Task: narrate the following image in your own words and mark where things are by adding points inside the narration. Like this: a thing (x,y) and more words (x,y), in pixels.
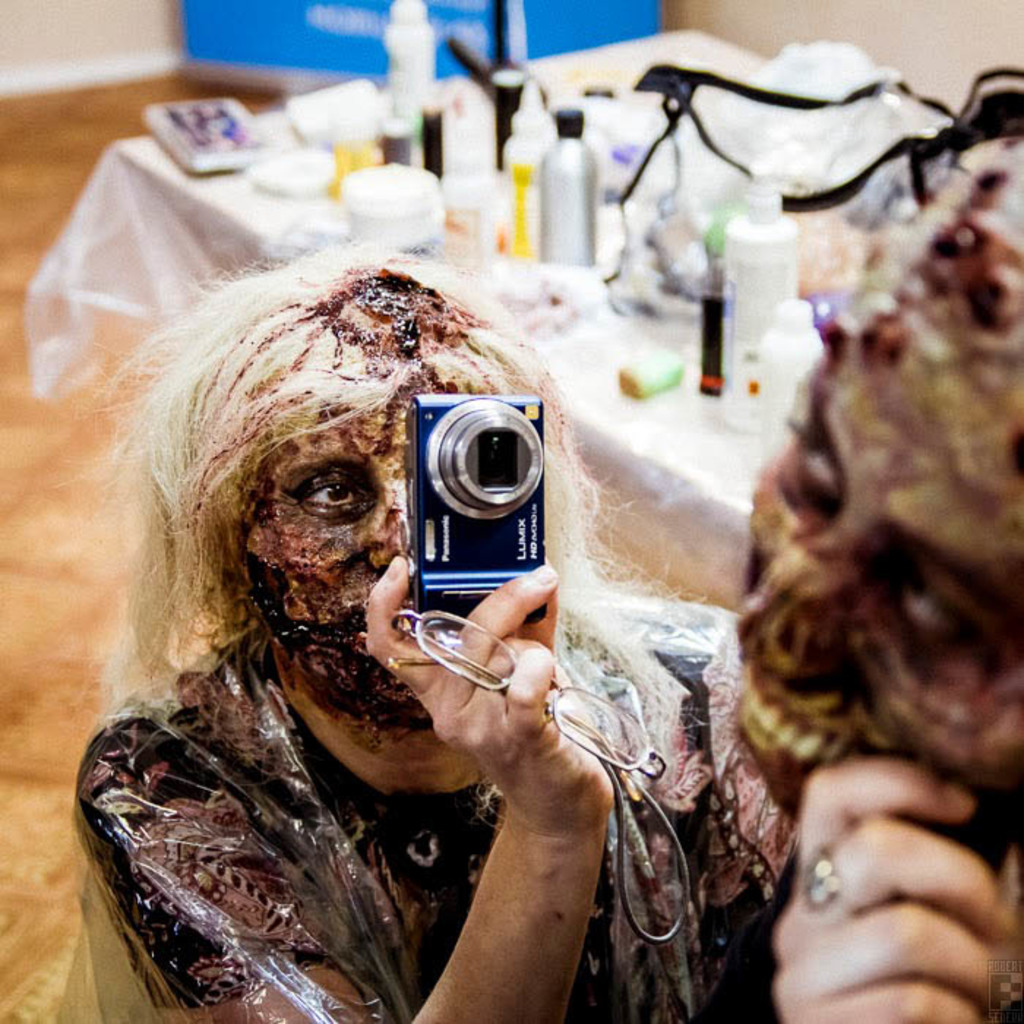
In this image there are two women (509,673) wearing face painting (276,621), one woman (480,808) is holding camera (466,605) in her hand (472,736), in the background (572,69) there is a table (685,454), on that table (560,172) there are few objects (660,244) and it is blurred.
